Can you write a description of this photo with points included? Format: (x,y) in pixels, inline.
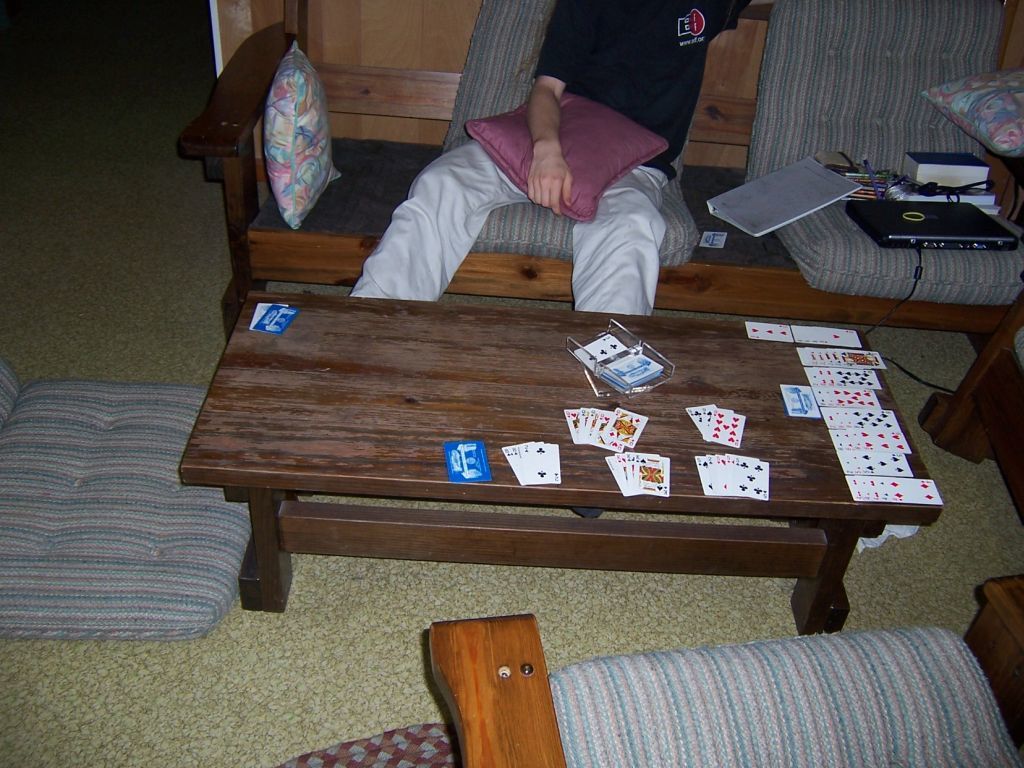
In this image I see a person (601,303) who is sitting on sofa (1010,8) and he is holding a cushion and I can also see there are few books (983,196), a laptop (874,216) and other things (920,190) near to him. In front (803,334) there is a table (581,317) on which there are cards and I can also see another sofa (479,648) over here.
